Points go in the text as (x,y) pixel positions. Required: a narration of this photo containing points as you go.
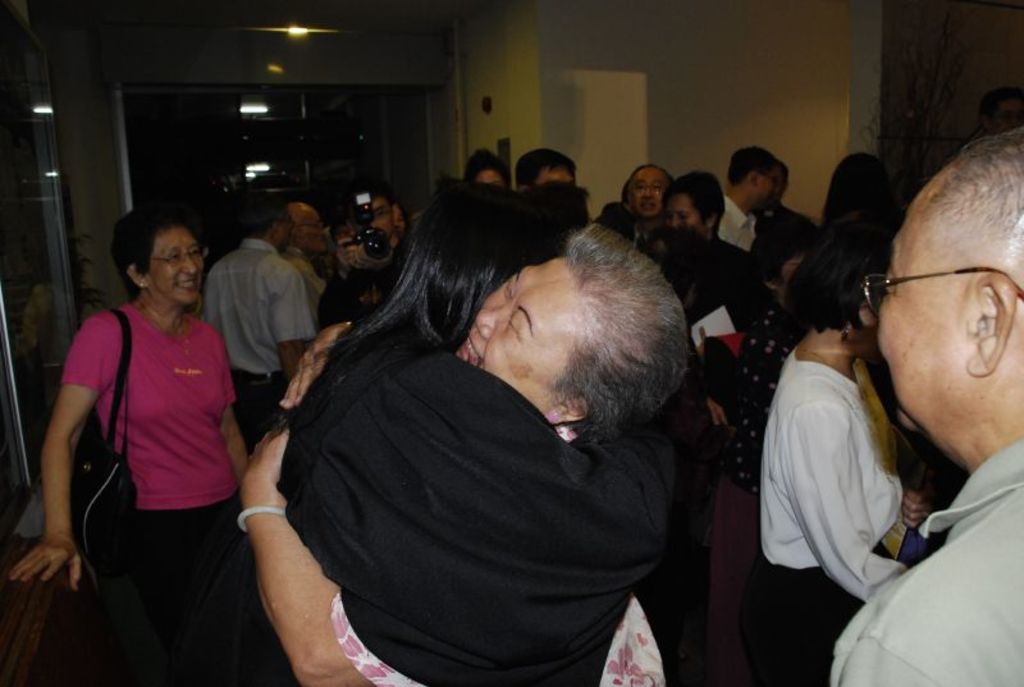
in this picture, we see many people (477,342) are standing. The woman (610,666) in white dress (622,642) is hugging the woman (355,496) in black dress (422,424). Behind them, the woman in pink T-shirt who is wearing a handbag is smiling. The man (389,221) in the middle of the picture (347,229) is clicking photos on the camera (375,231). On the right side (728,80), we see a white wall (586,88). At the top of the picture (278,23), we see the ceiling (418,19) of the room (103,119). This picture is clicked in the dark.
